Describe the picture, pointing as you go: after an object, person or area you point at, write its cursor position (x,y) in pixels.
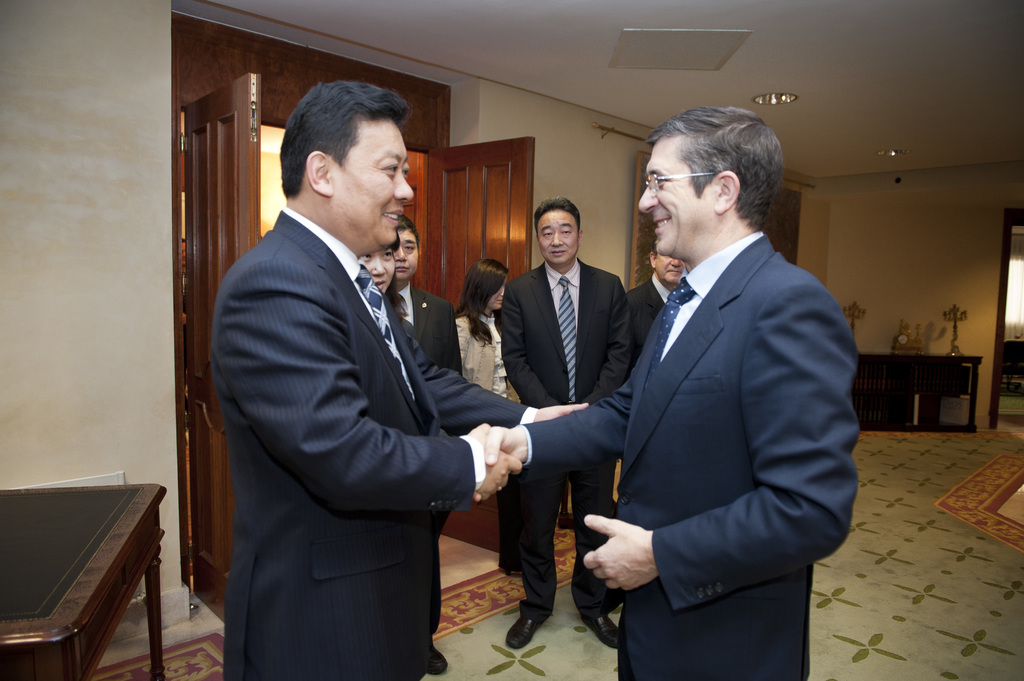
In a picture it is a closed room (463,549) having nearly seven people (523,480) in the middle of the picture (660,421) two men (393,515) are shaking their hands (502,460) and in the left corner of the picture (137,580) there is a table (70,521), behind that there is wall (146,283) and behind the people (261,243) there is a door (479,242) and in the right corner (902,421) there is shelf (914,380) and upon that there are some decorative things (954,344), behind them there is a wall (901,259).
